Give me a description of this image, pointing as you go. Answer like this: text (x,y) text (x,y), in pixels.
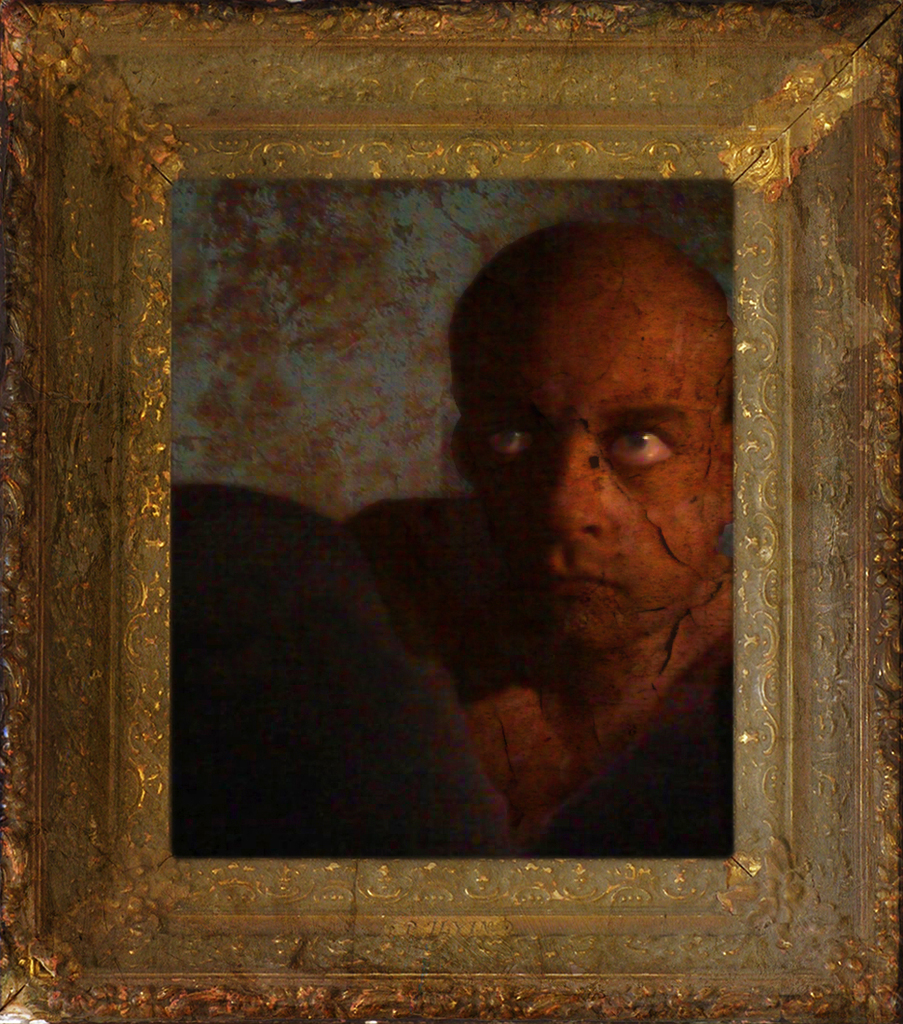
The picture consists of a frame (840,939), in the frame (796,993) we can see a person's photograph (542,555).
